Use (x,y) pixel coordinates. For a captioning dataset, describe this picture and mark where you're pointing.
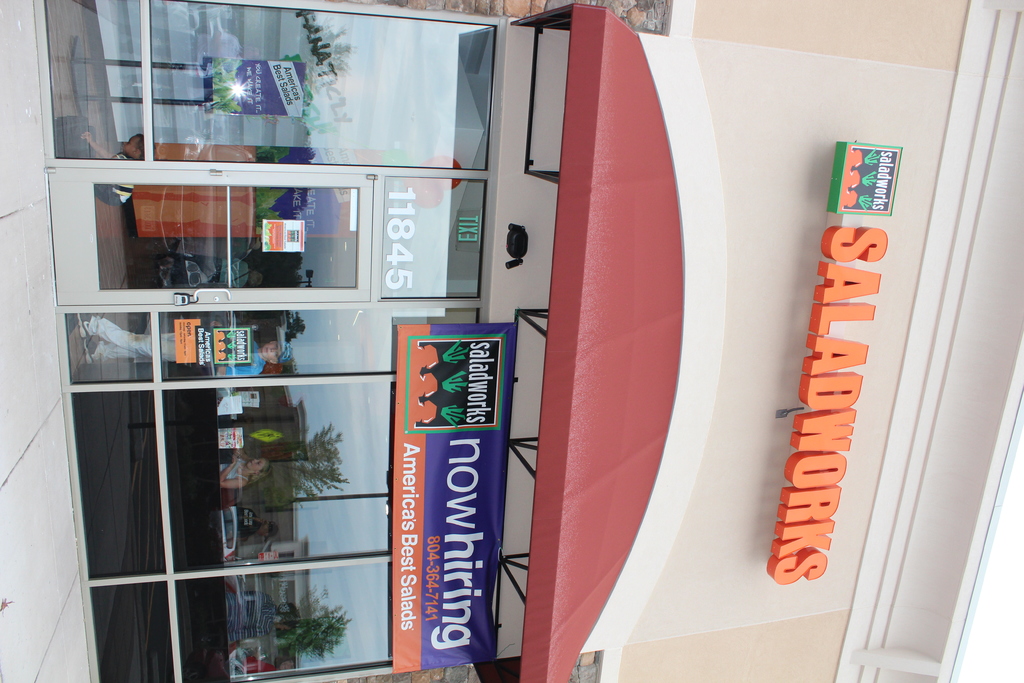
There is a building (399,15) which has glass walls (262,600) and a door (246,303). It has a board (477,581) and on the top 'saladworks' is written in orange color.
